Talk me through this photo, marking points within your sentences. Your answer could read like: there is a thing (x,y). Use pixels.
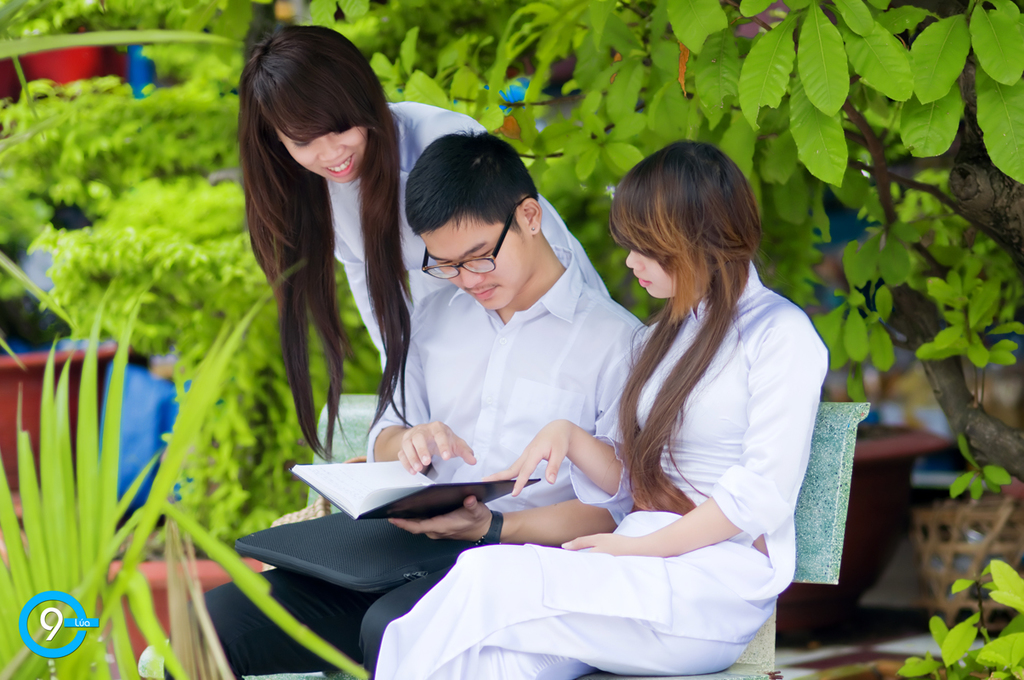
In this image we can see group of persons (677,312). Two persons (729,461) are sitting on a bench (720,674). One person (523,380) is holding a book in his hand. In the foreground (361,558) we can see a file (313,553), a group of tree (341,658) in pots (887,431). In the background (841,352), we can see a group of trees (974,367).
